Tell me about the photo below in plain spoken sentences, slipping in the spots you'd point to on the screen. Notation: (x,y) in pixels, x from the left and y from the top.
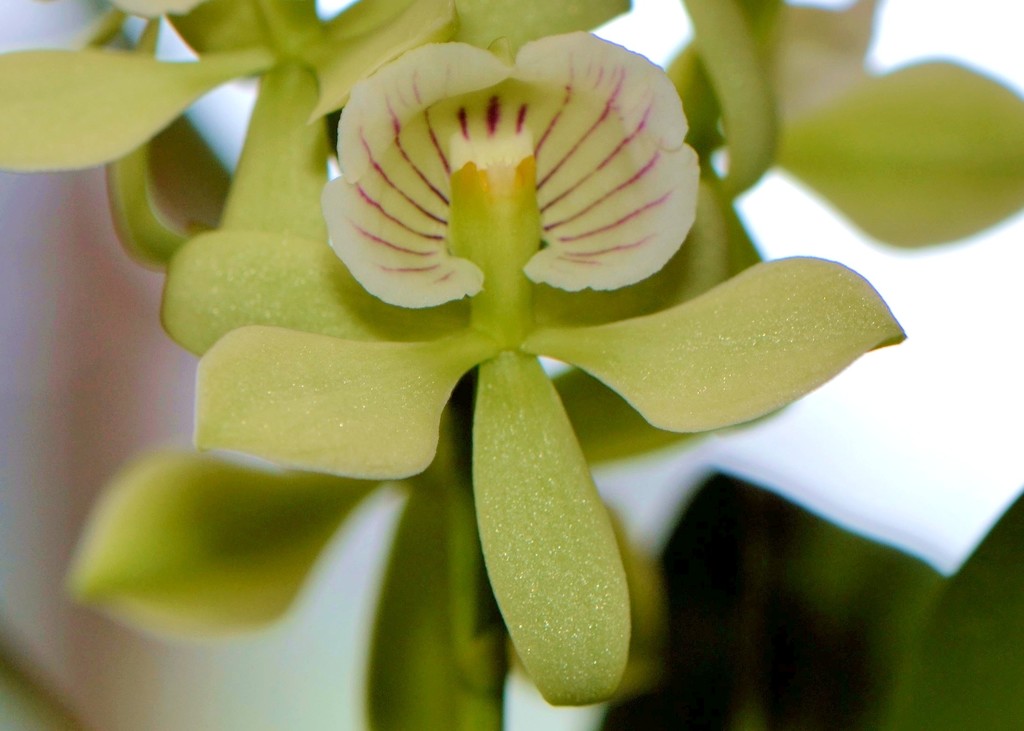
In this image we can see a plant (466,285) with a flower (542,256) on it and the background (874,409) is white.
